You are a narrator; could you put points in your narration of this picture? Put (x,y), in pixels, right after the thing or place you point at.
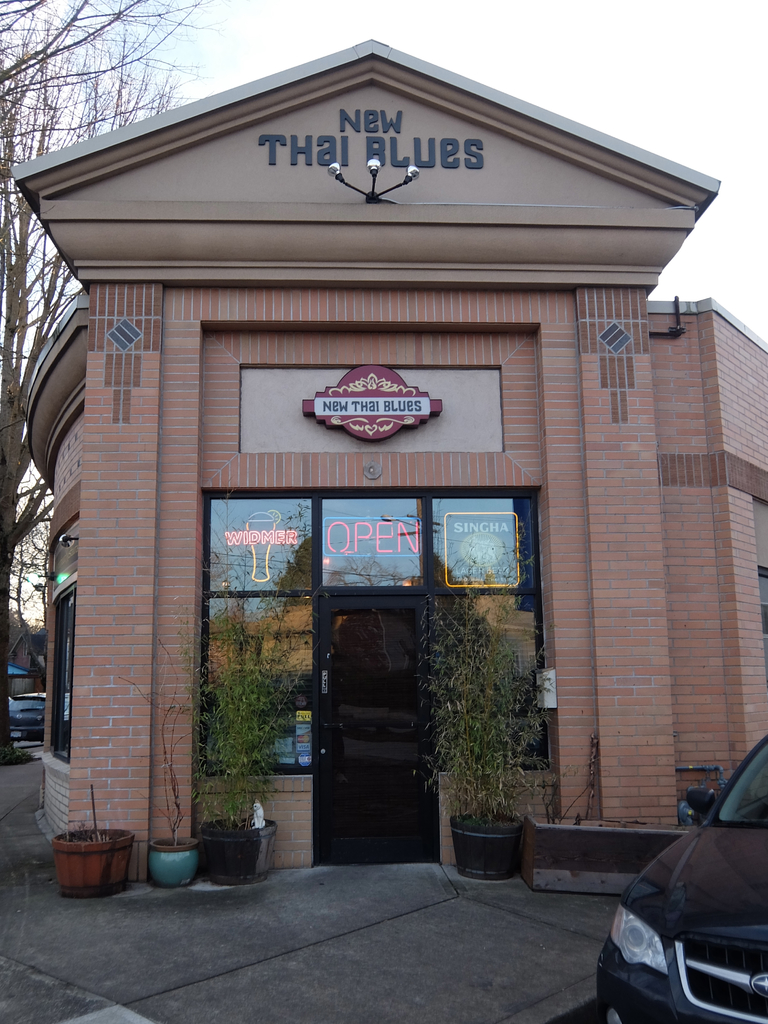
In this picture I can see a car (654,880) in the bottom right hand side (634,935), there are plants (458,802), it looks like a store (374,663). There are lights (260,568) and boards (449,568) on this building (359,465), on the left side (230,67) there is the sky (302,42).
